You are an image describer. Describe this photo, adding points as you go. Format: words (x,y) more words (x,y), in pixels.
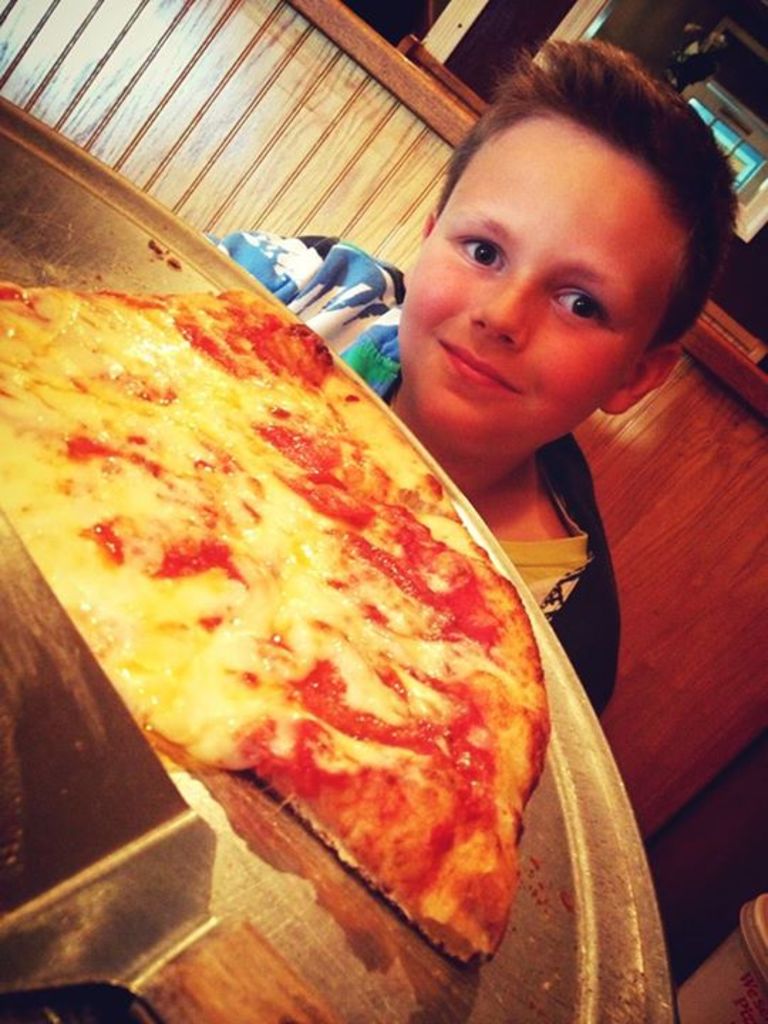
In this picture we can see a boy (430,373) sitting, in front (462,620) we can see a pizza (239,514) in the plate (498,989).
